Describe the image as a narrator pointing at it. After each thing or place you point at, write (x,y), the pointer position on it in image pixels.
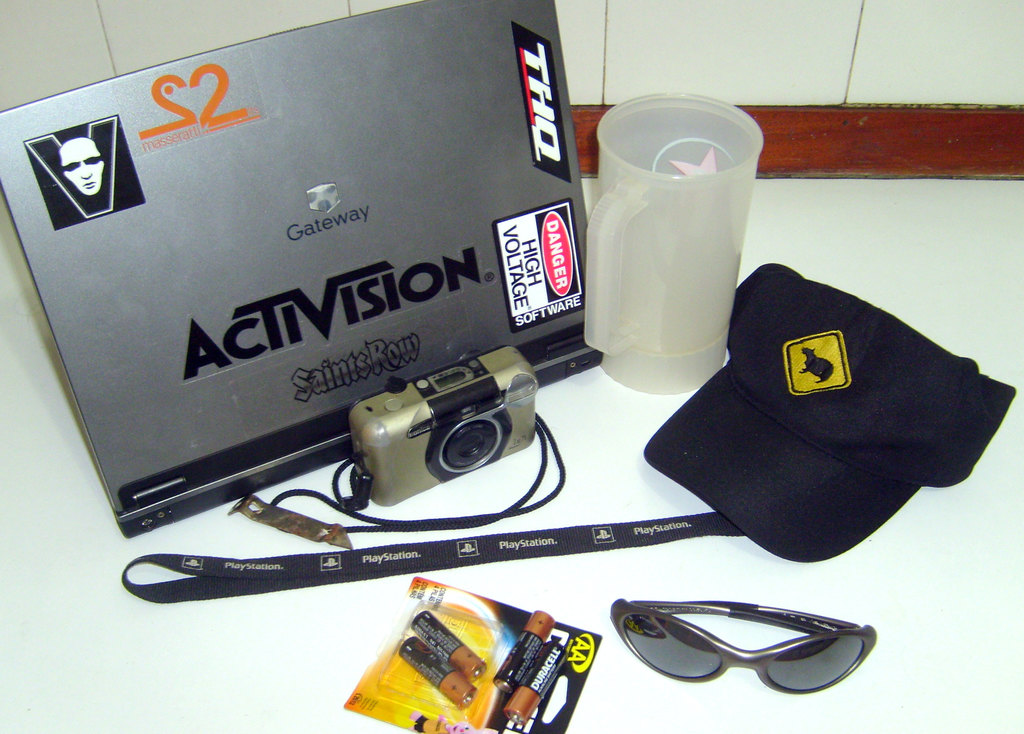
In this image there is a table (175,688) where we can see there is a laptop (94,399), camera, batteries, cap (737,441) and cup (680,126).
